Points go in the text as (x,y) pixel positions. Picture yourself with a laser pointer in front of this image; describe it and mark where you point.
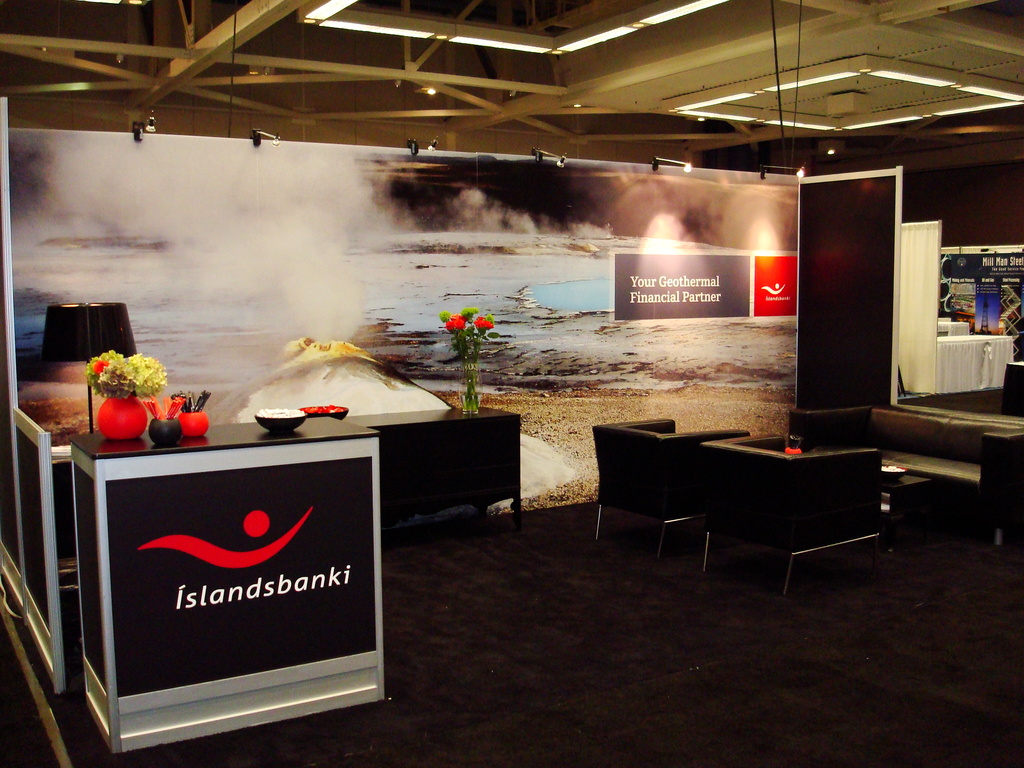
In this image we can see some bowls (295,424), some objects (193,427), plants (136,383) in pots (464,397) placed on the table (448,428), we can also see a lamp (100,344), some chairs (827,499) and some tables (911,502) placed on the ground (882,586). In the center of the image (517,304) we can see a board (531,253) with pictures (604,286), text (635,296) and some lights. In the right side of the image (1000,333) we can see a banner (1003,290) with some text (1009,278). At the top of the image (464,28) we can see some lights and poles (461,16) on the roof (603,88).
